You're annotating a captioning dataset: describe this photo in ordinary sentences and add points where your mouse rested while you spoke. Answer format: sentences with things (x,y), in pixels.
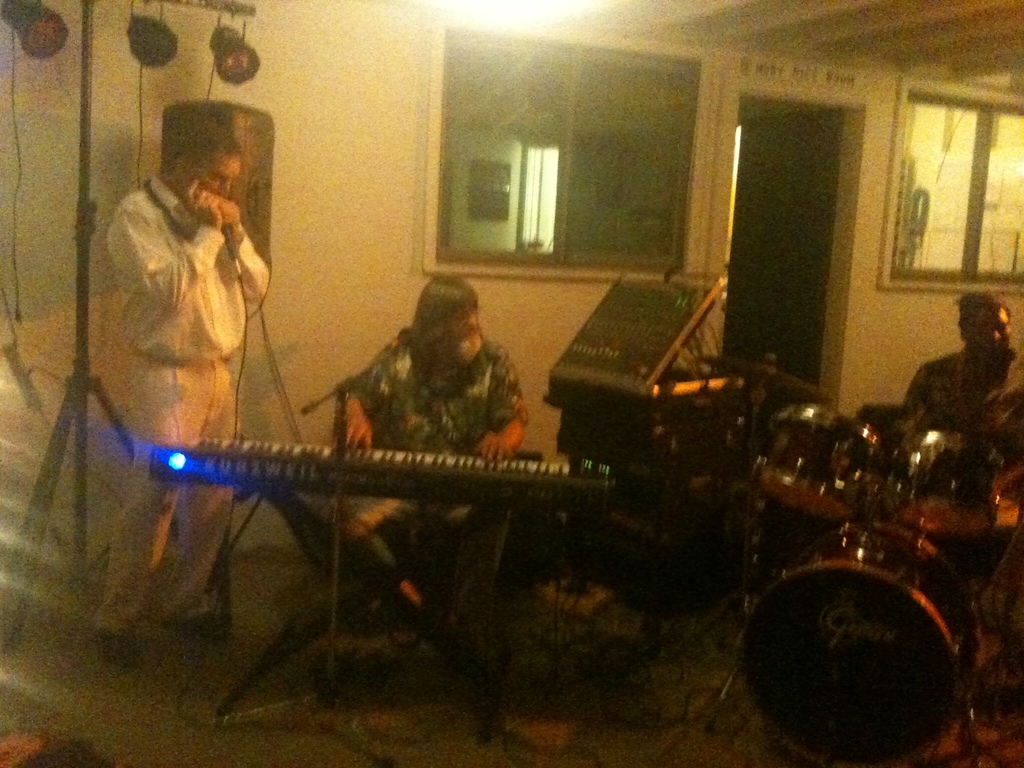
In this image we can see there are some people (223,208) playing musical instruments (986,502) in the room (1000,726) in front of the wall (248,337).
